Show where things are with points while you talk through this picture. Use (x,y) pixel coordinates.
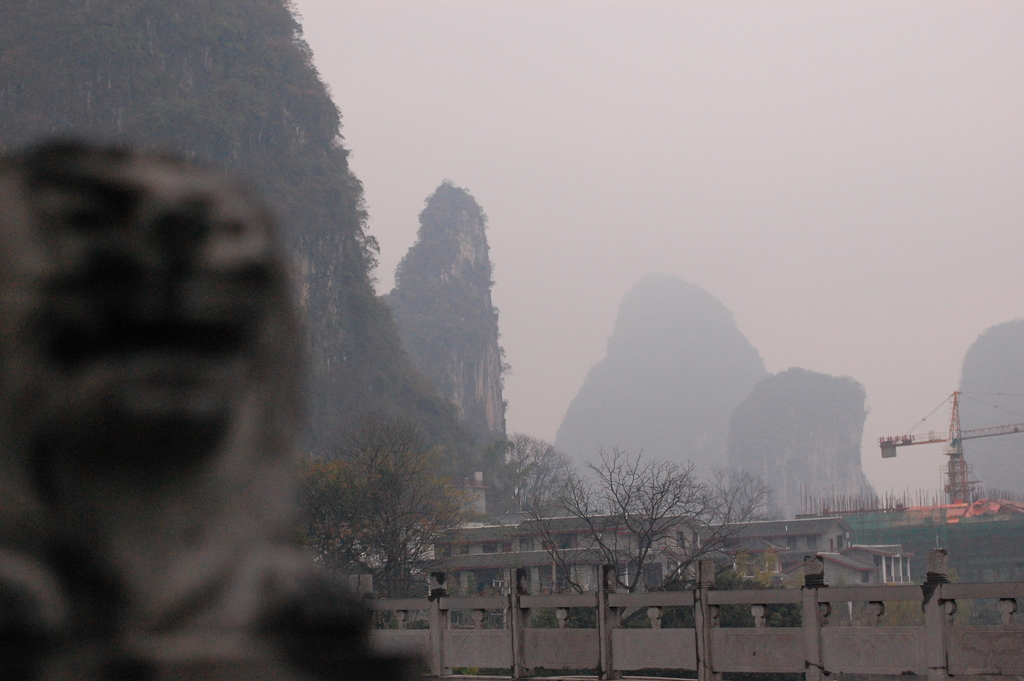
In this image I can see few rocks (677,317), trees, crane (957,398), fencing (940,581), poles (940,581), few houses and the sky (718,271).
